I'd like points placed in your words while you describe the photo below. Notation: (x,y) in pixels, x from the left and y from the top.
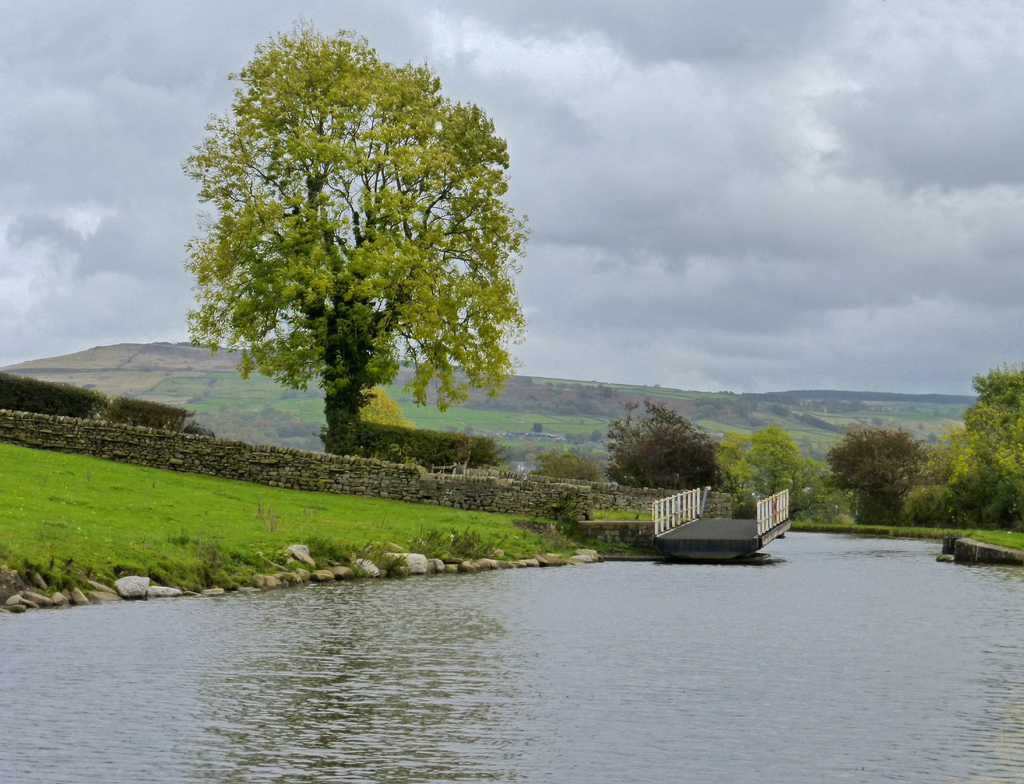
There is water (662,700). Near to the water (675,672) there is a bridge (717,542). On the sides there are rocks (414,560), grass (227,536). Also there are trees (713,450), hills (704,426) and sky (716,225) with clouds (742,219).
